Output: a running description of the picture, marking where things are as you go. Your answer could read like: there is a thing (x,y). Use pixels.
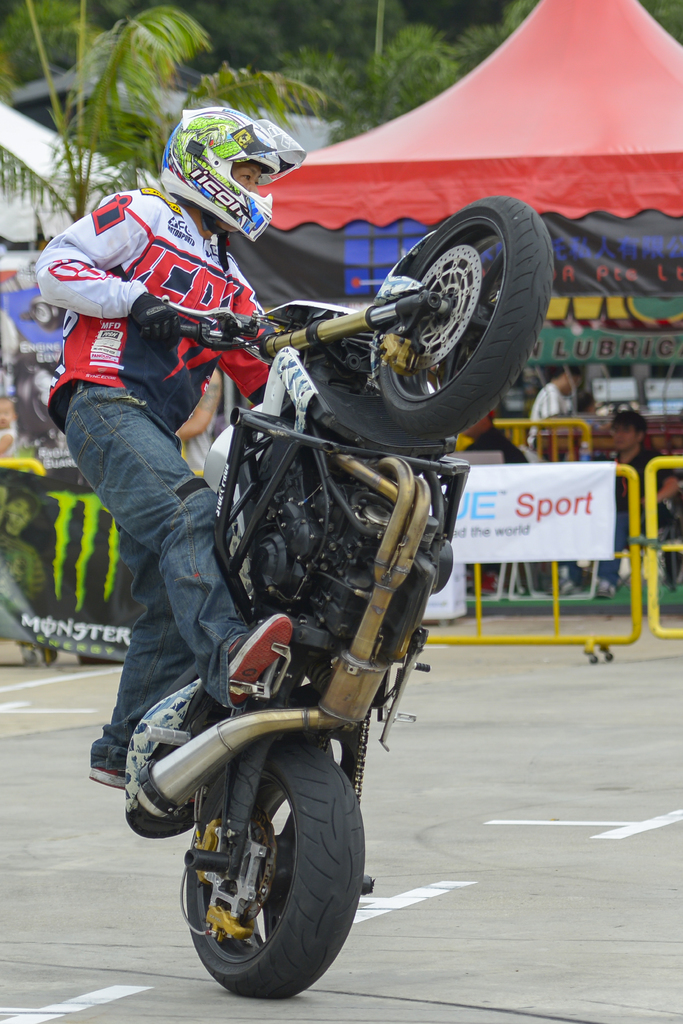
This image is taken outdoors. At the bottom of the image (503,841) there is a road (58,884). In the middle of the image (275,503) a man (214,302) is performing stunts with a bike (302,660). In the background (319,218) there is a tent (544,208) and a man (627,427) is sitting on the chair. There are a few barriers (655,608) and there are a few boards (531,539) with a text (45,621) on them. There are many trees (282,76).
